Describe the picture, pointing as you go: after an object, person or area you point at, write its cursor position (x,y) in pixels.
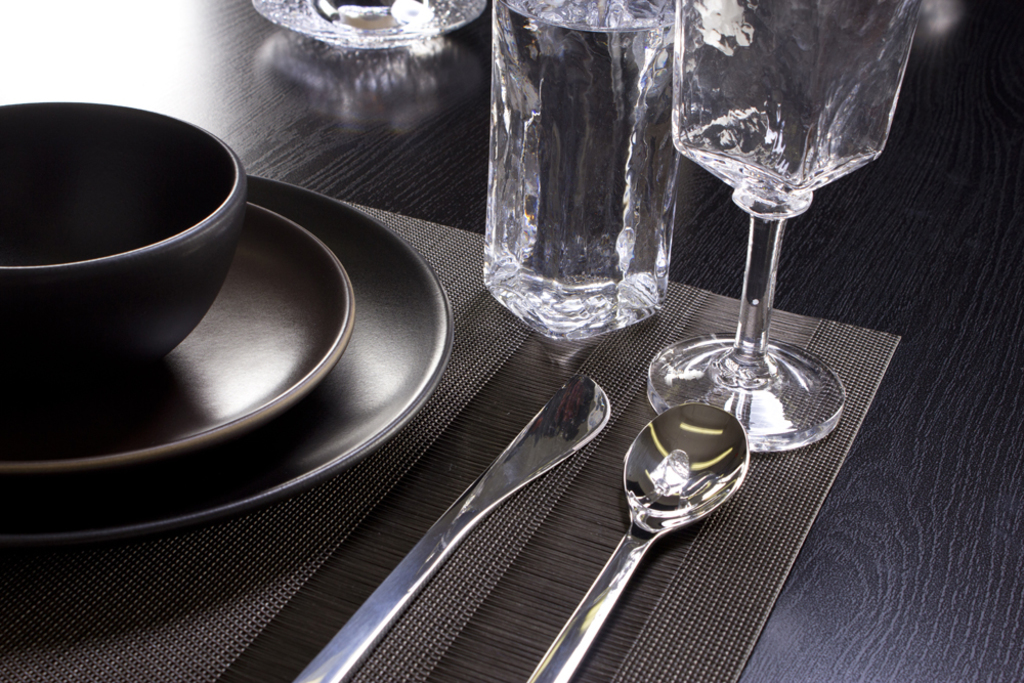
Here we can see that a glasses (620,184) and spoons (645,479) and bowls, and plates (303,274) on the table (293,102), and some other objects (355,46) on it.
